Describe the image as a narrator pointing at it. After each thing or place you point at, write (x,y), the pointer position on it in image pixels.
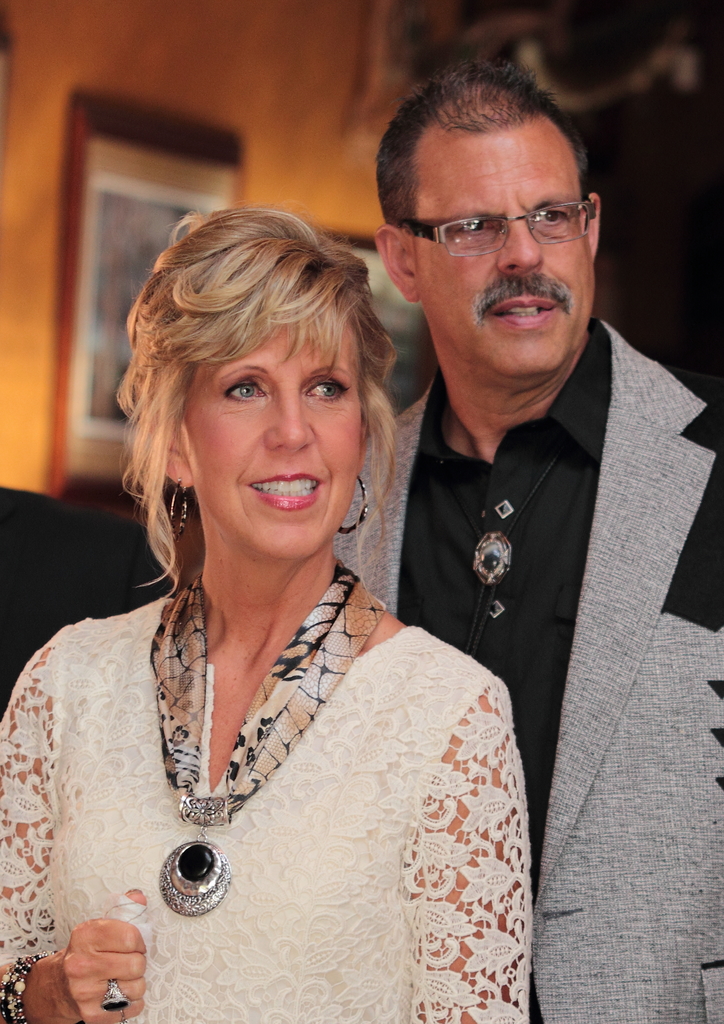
In this image we can see a man (455,548), and a woman (259,264), there are photo frames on the wall (355,228), the background (349,39) is blurred.
